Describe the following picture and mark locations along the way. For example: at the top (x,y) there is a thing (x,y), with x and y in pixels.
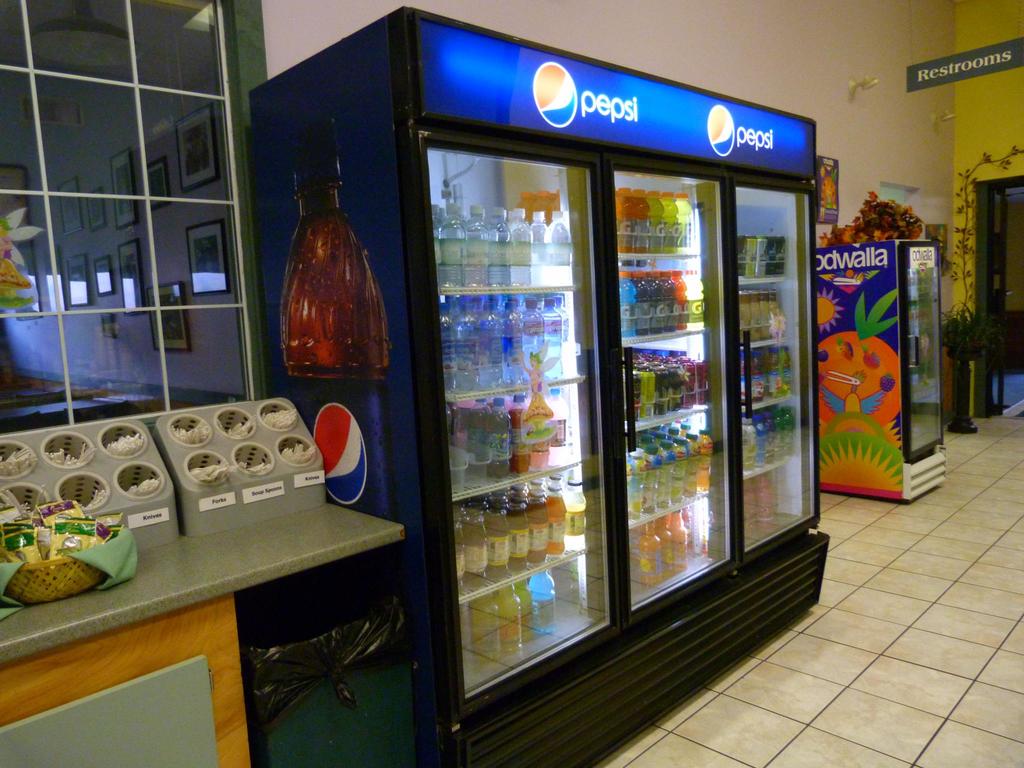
In this image we can see there is a big fridge (498,579) with so many bottles (514,584), beside that there is a table (79,647) with some food stuff (83,511) and also there is a restroom board (946,76) on the top (933,66).
